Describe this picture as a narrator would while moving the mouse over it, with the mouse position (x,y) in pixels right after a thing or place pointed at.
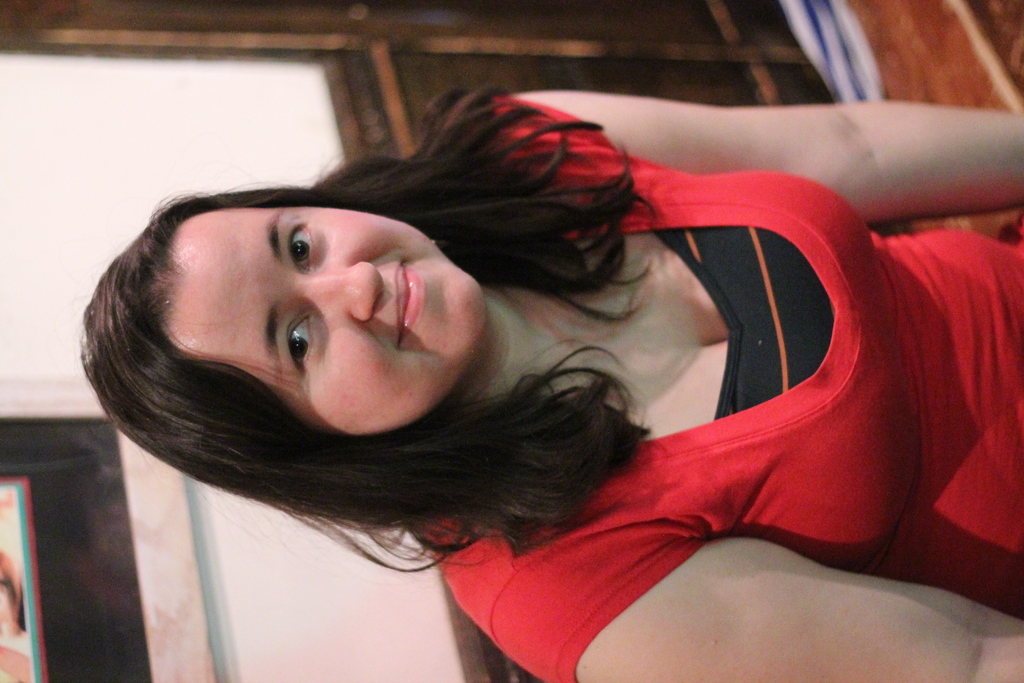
This image is in left direction. In this image I can see a woman (650,492) wearing a red color t-shirt (663,475), smiling and looking at the picture. At the top of the image (312,29) there is a wooden object (369,41). In the bottom left-hand corner (121,570) there is a frame (95,548) attached to the wall (377,652).
